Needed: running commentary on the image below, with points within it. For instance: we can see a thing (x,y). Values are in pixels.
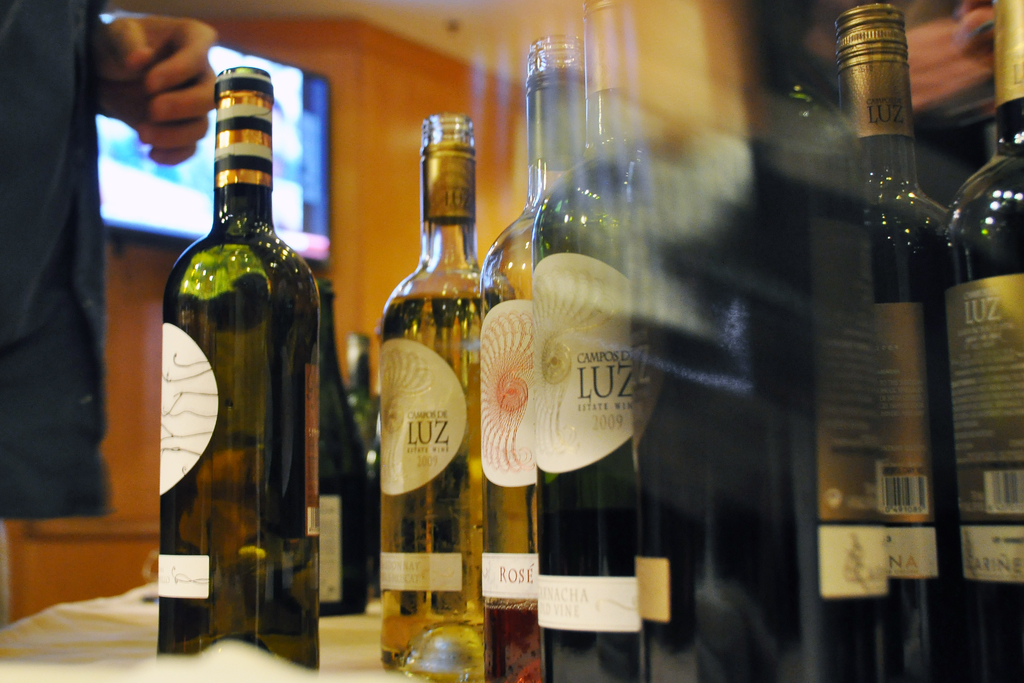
As we can see in the image there is a man (59,144), television (327,198) and bottles (347,515) on table (117,628).
